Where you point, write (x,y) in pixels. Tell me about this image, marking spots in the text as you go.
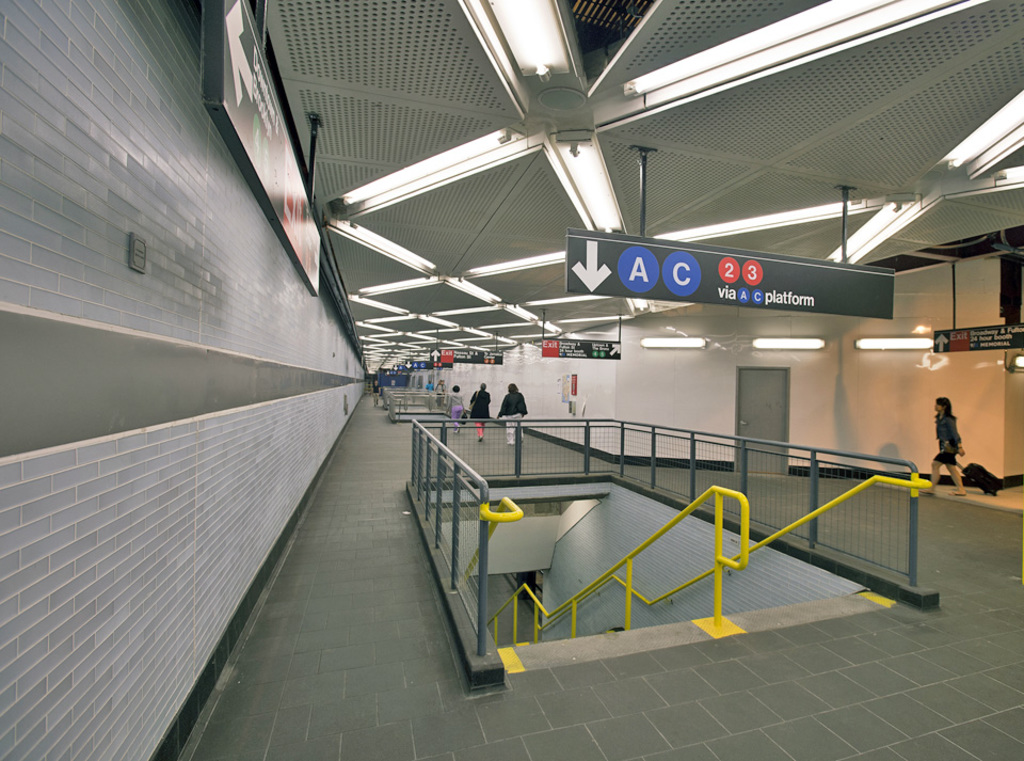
In this image I can see group of people (950,403) walking. The person (954,440) in front (943,428) wearing black dress (939,440) holding a bag (964,472) which is in black color. In front (801,282) I can see a board (781,280) in black color, background (619,378) I can see few lights (879,340), and wall (652,366) in white color.
